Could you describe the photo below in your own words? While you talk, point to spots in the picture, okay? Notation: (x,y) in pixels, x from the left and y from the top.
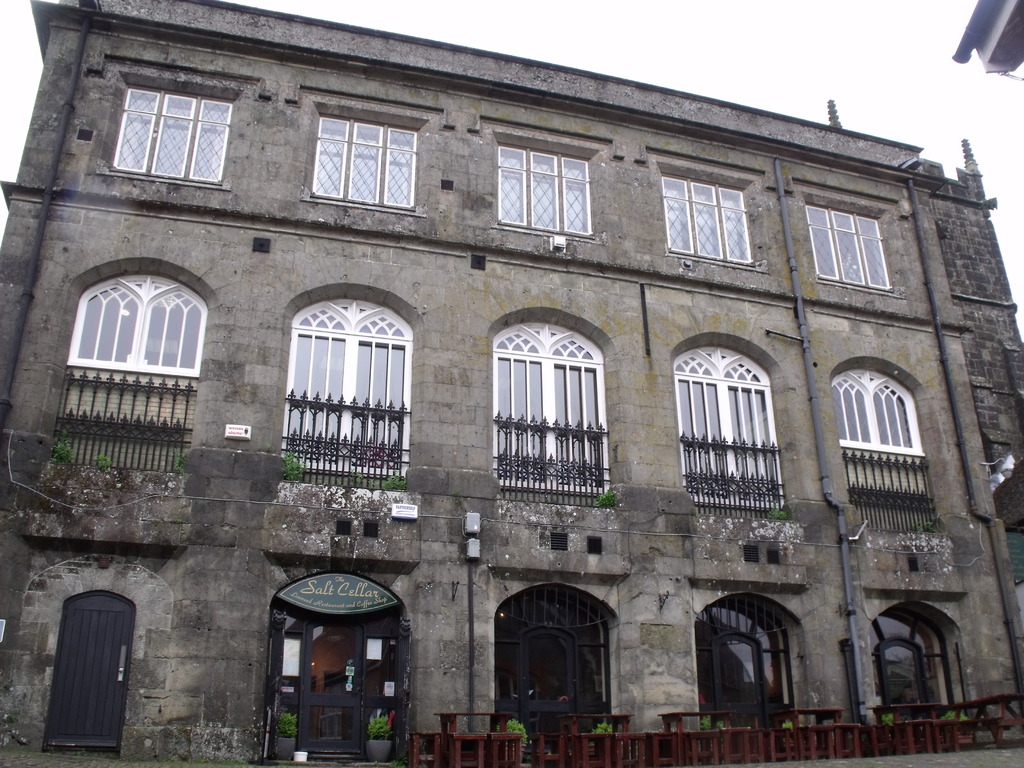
In this picture, we see a building (469,373). It has doors (533,650) and windows (381,372). At the bottom of the picture (479,754), we see tables (793,727) and benches (806,732). Beside that, there are flower pots (374,736). At the top of the picture (842,13), we see the sky (825,118). This building (332,221) might be a hotel (98,52).
